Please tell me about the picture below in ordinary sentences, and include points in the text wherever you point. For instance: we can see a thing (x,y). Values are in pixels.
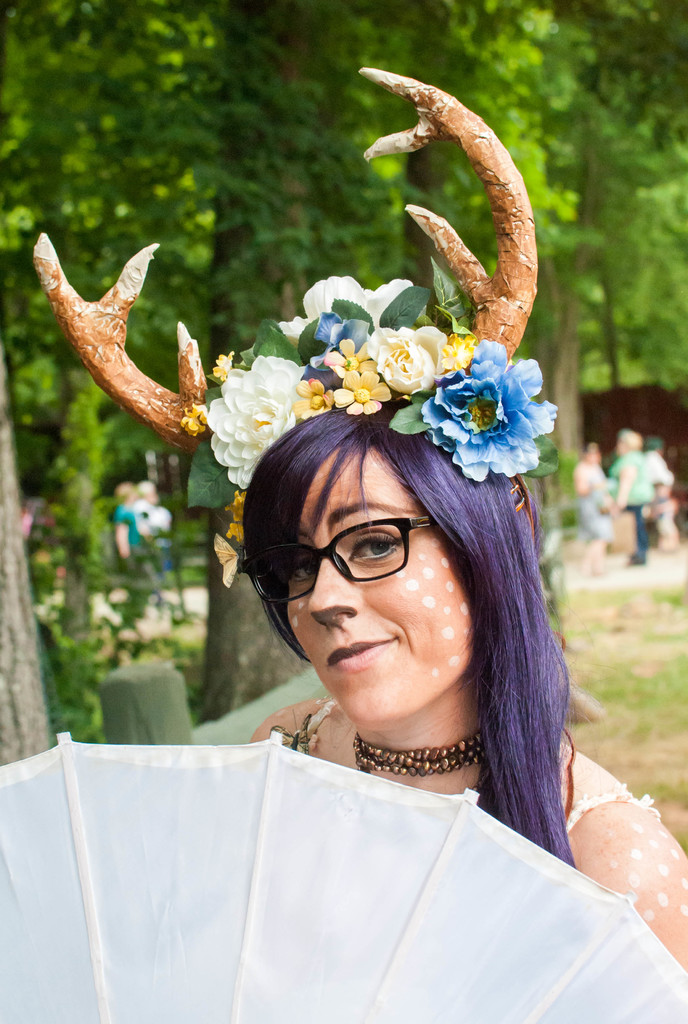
In this image there is a woman (367,581) holding an umbrella (346,824), behind her there are a few people (619,499) standing. In the background (224,159) there are trees (554,121).
